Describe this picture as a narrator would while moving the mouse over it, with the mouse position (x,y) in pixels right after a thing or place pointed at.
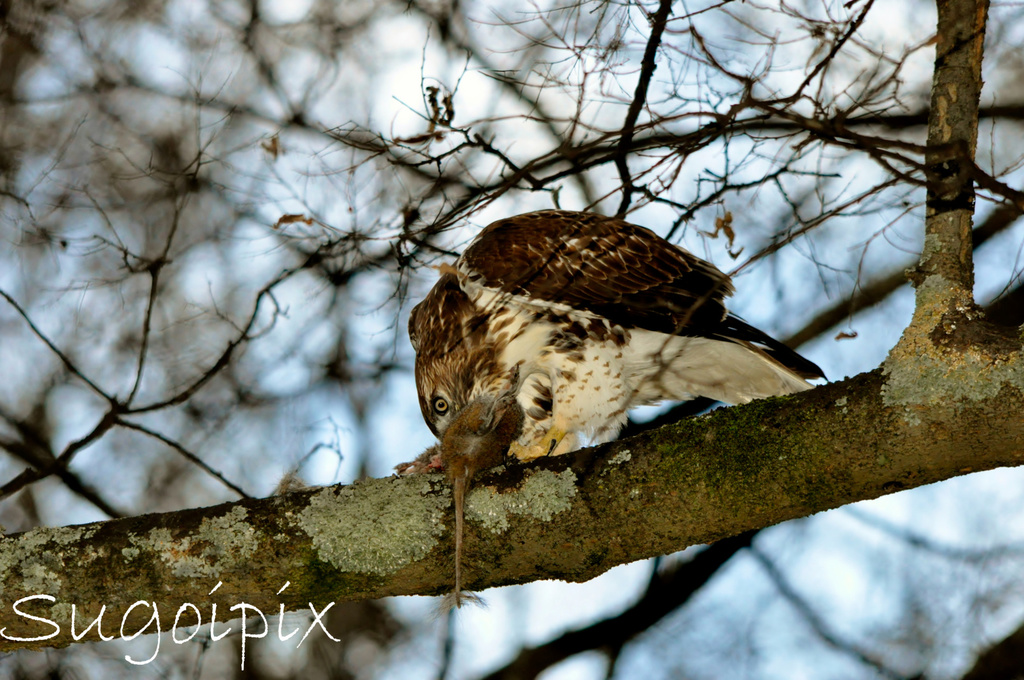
In this image we can see a bird (542,406) holding an animal (486,423). And the bird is on a branch (571,470). In the back (190,165) there are branches (202,151) and it is looking blur. In the left bottom corner (148,625) something is written.
